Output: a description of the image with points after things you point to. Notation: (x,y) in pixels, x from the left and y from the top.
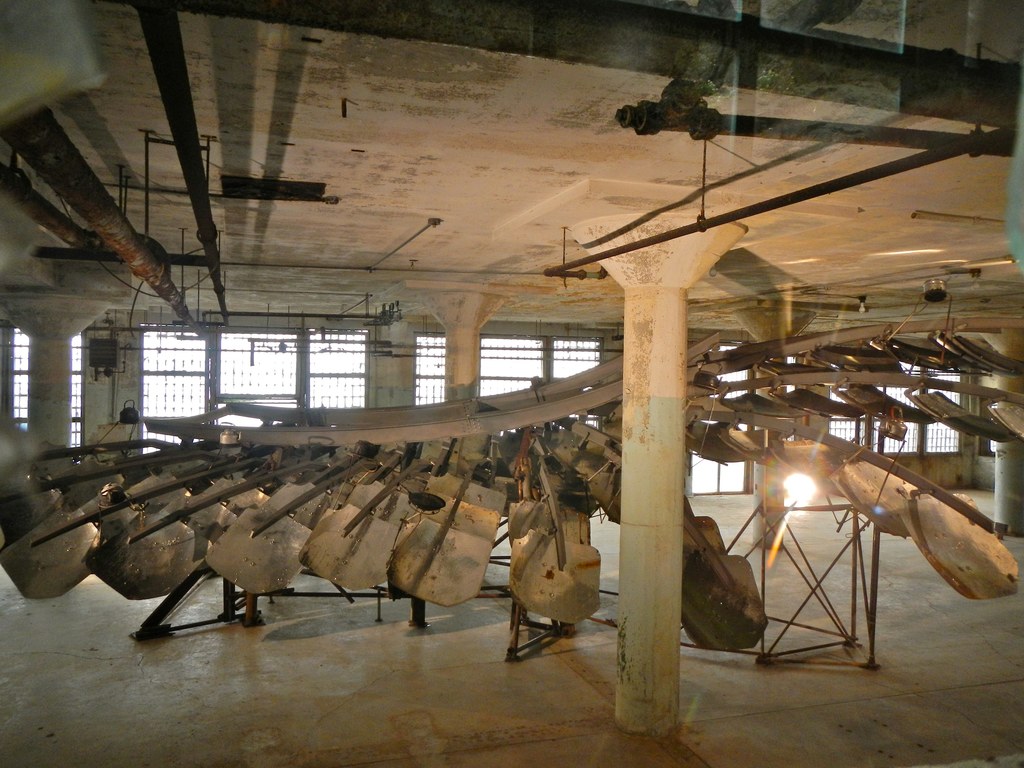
In this image I see the inside view of a room (294,283) and I see an object (411,471) over here which is made of metal (255,515) and rods (196,507) and I see the ceiling (429,258) on which there are many rods (147,170) and I see the floor (576,705) and I see number of pillars (623,508) and I see the light (799,496) over here.
